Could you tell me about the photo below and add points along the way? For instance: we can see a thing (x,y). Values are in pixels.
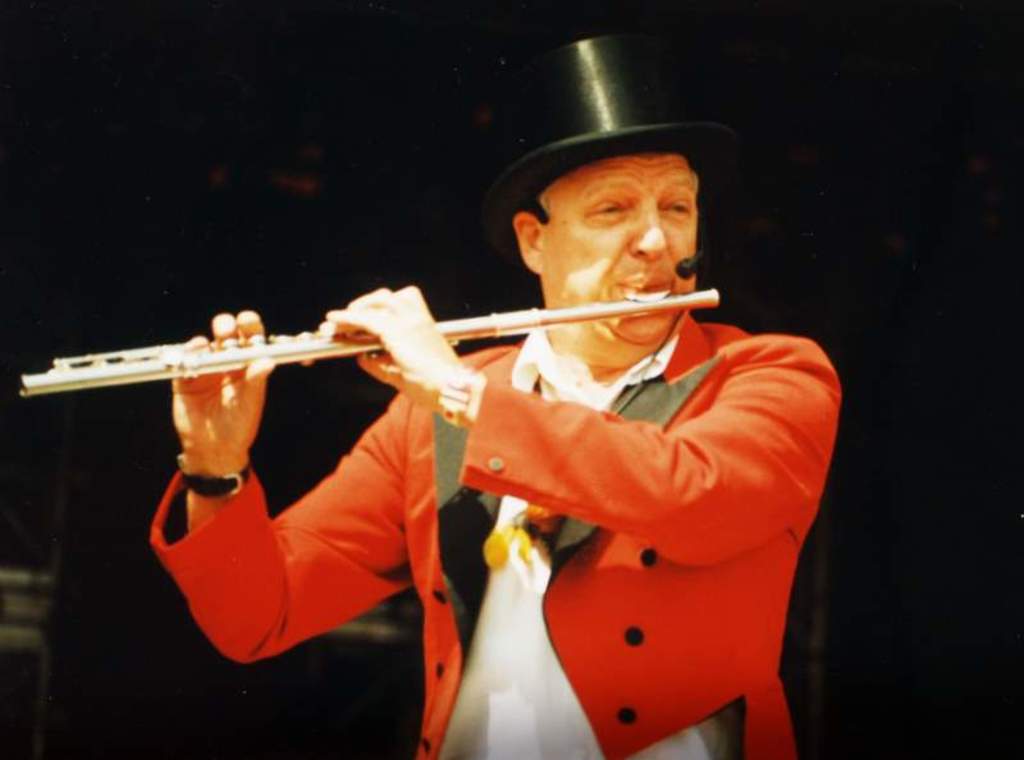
There is a person (595,456) in orange color jacket (569,446), holding a musical instrument (718,296) and playing and standing. The background (161,64) is dark in color.
